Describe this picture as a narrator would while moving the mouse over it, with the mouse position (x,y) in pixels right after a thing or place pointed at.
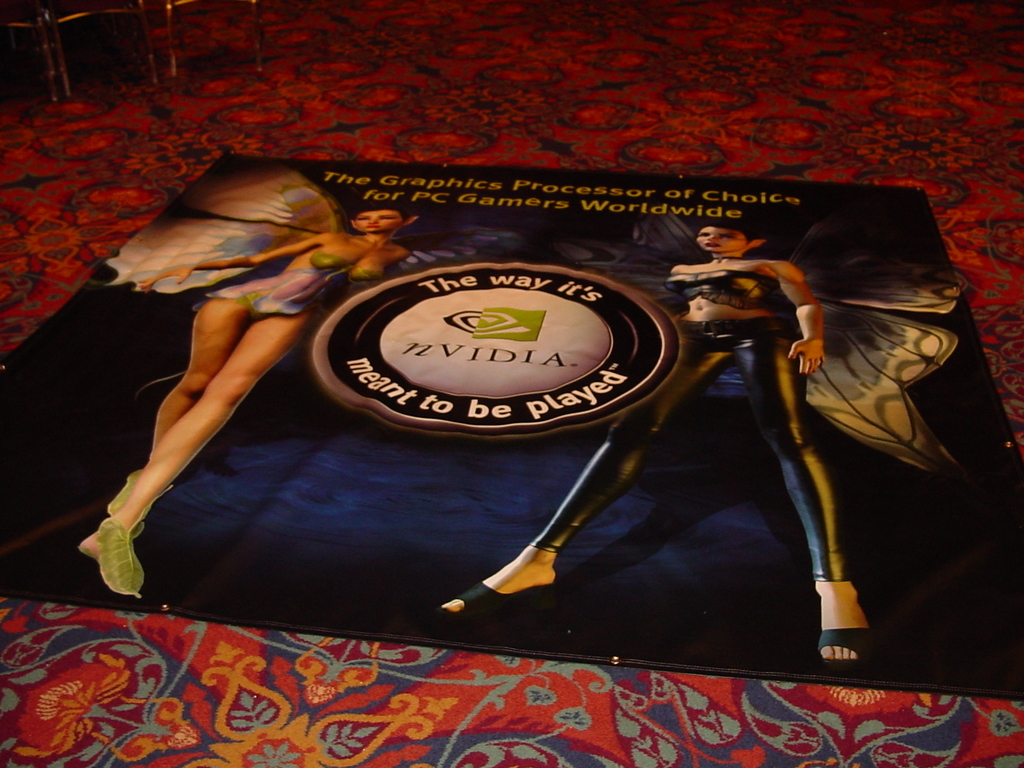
In this image there is a cloth (713,372) on the carpet (784,69), and in the background (115,14) there are some objects (174,46).
